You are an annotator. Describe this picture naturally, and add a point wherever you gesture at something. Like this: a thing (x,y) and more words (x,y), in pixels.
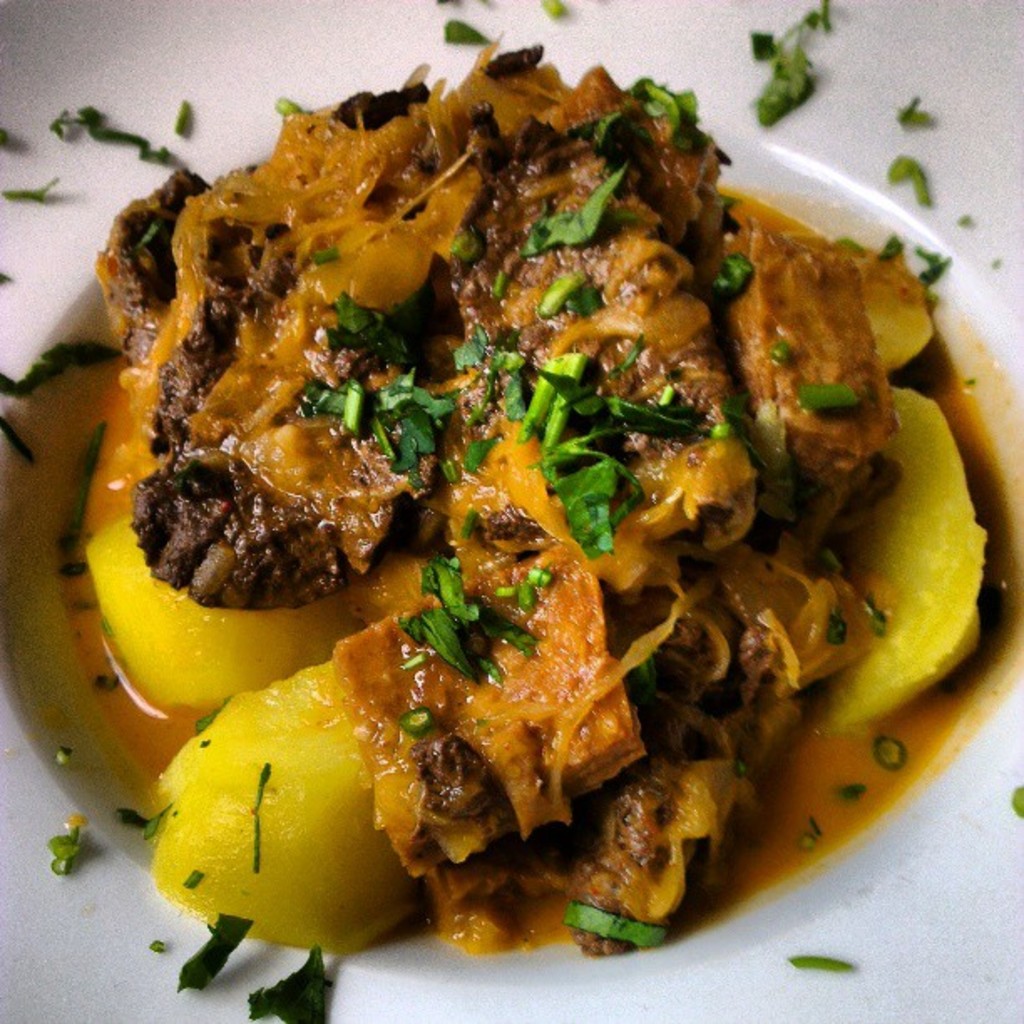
In the picture I can see some food item (420,730) is kept on the white color plate (146,811).
